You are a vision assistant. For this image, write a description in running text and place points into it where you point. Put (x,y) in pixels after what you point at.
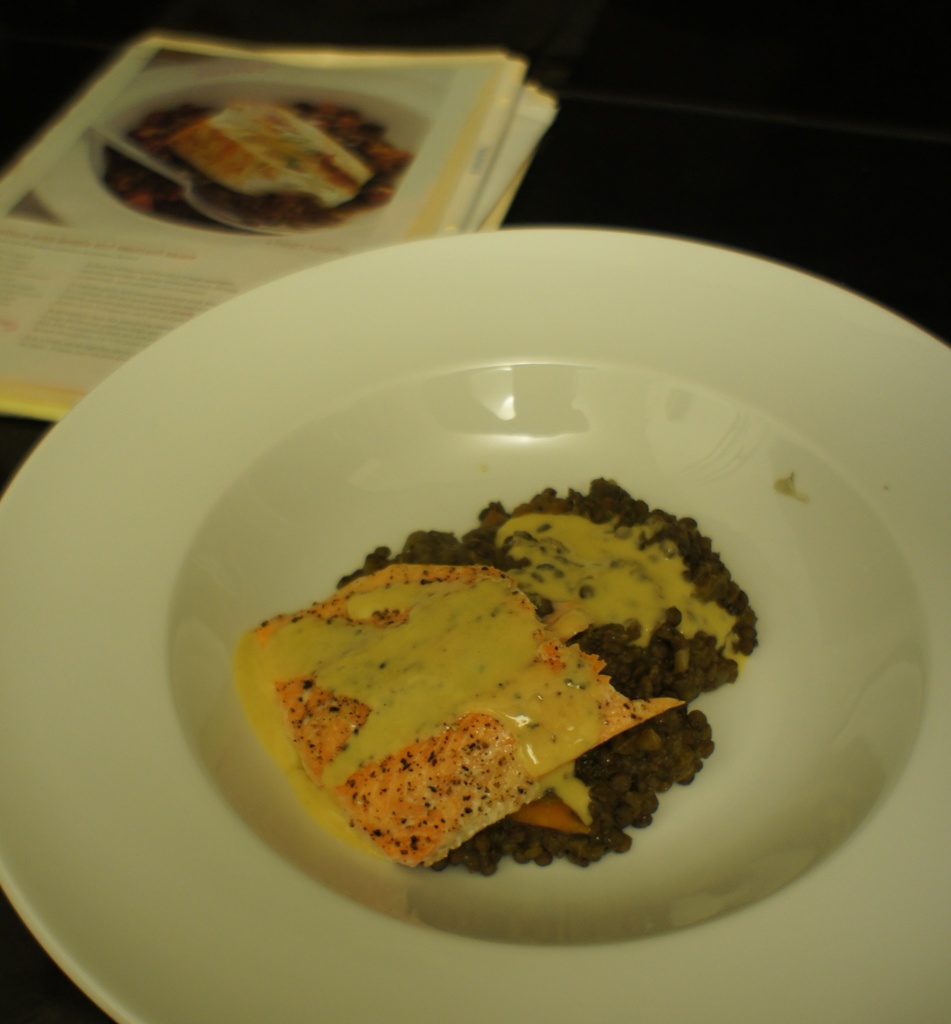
In this picture there is a plate (338,532) in the center of the image (629,419) and there are papers (277,178) on the left side of the image (214,178).
